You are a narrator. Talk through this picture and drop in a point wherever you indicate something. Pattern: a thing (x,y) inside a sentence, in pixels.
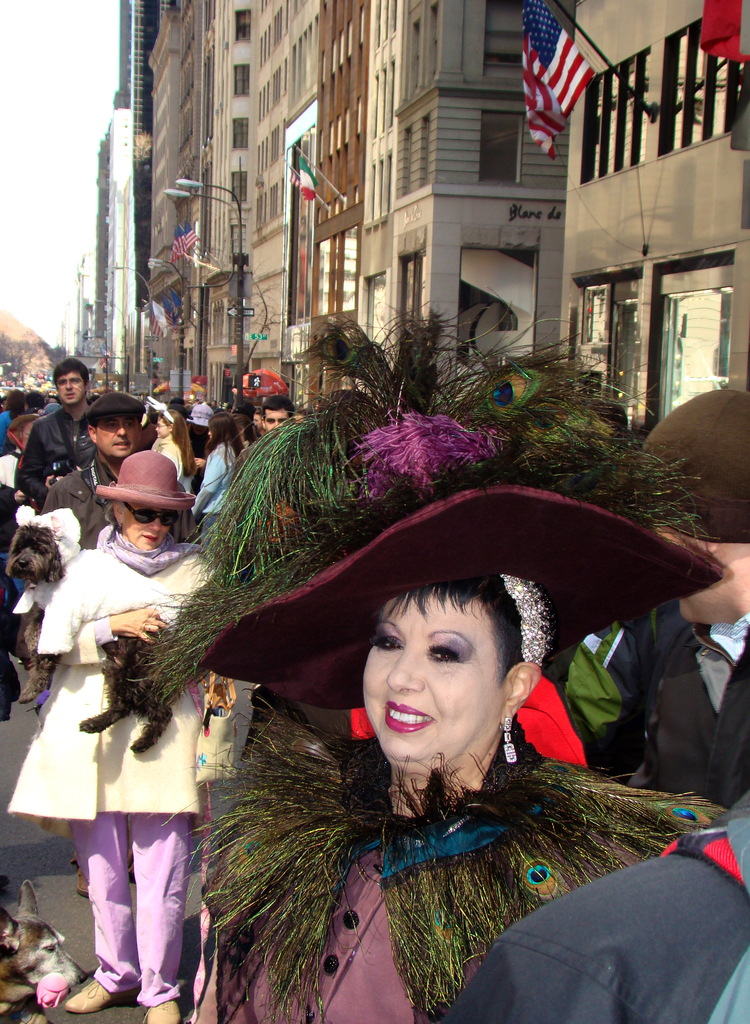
In this image, on the right (511,518) there is a woman (449,718), she wears a costumes (396,858). On the left (156,770) there is a woman (167,780), she is holding an animal (133,659). In the background (67,320) there are people (103,465), animals (121,579), flags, buildings (372,181), windows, sky (51,117).
